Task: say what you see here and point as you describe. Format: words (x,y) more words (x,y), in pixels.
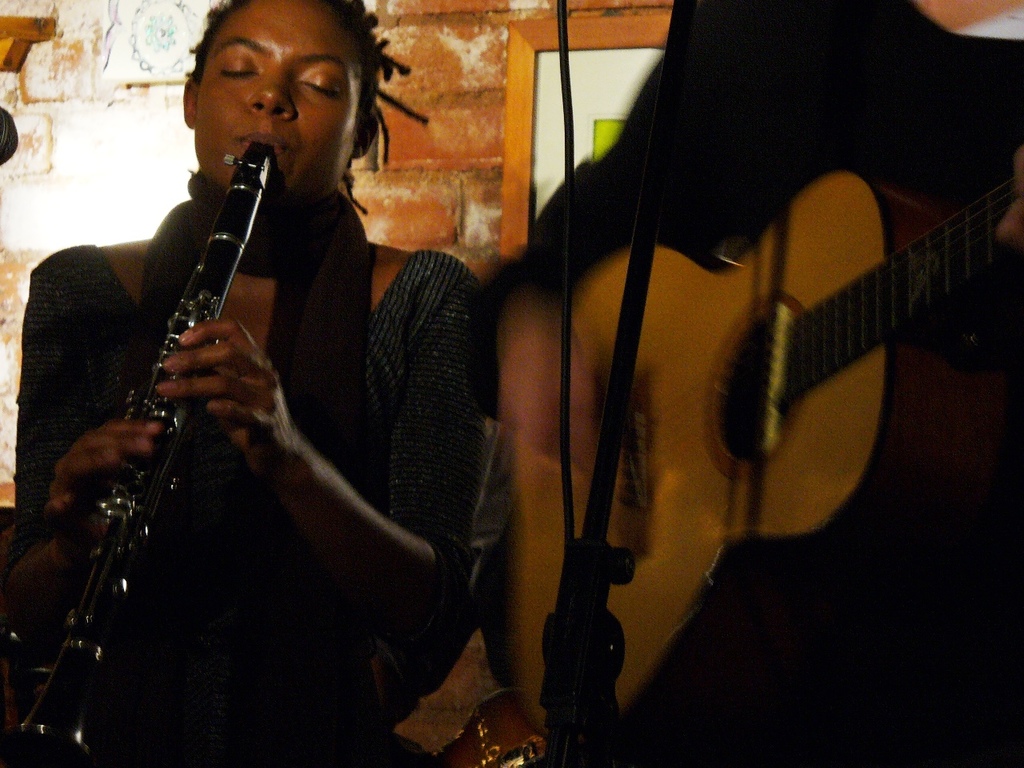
In this image, we can see few peoples (403,433) are playing a musical instrument (670,300). At the back side (459,143), we can see brick wall (480,118) and photo frame (598,85).
